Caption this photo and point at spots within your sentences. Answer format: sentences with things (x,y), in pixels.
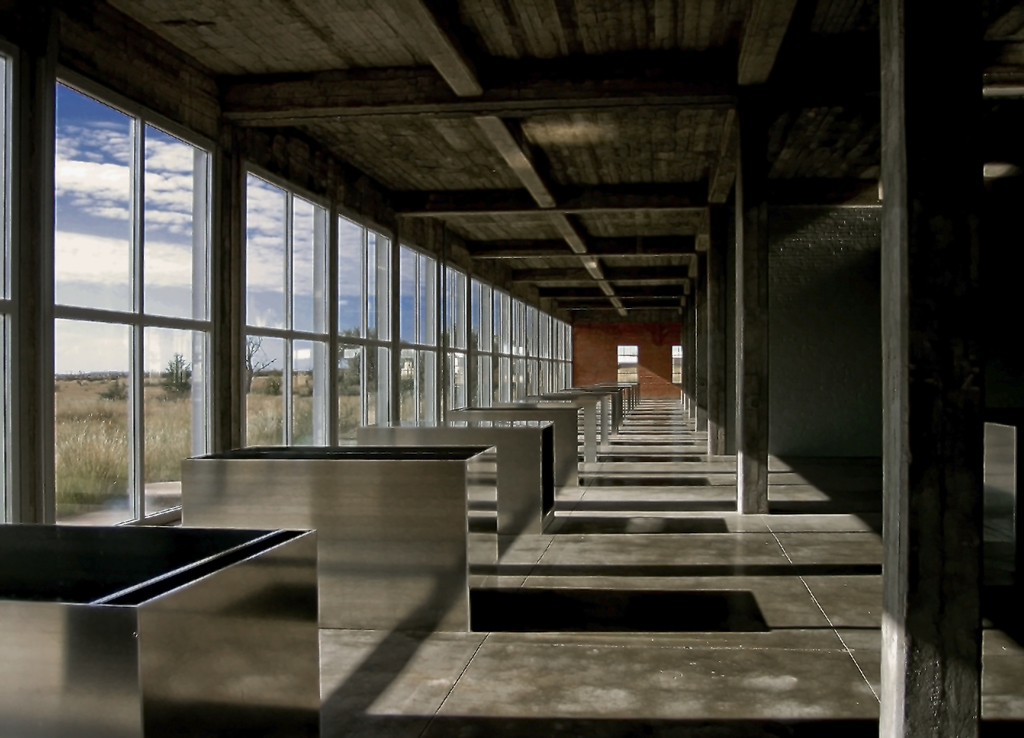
In this picture we can see a shed (735,666), here we can see some objects (392,596) on the ground (812,677), here we can see a wall (635,327), pillars (683,326), glass doors (626,358), roof (655,306) and in the background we can see trees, plants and sky (107,288) with clouds (271,272).
